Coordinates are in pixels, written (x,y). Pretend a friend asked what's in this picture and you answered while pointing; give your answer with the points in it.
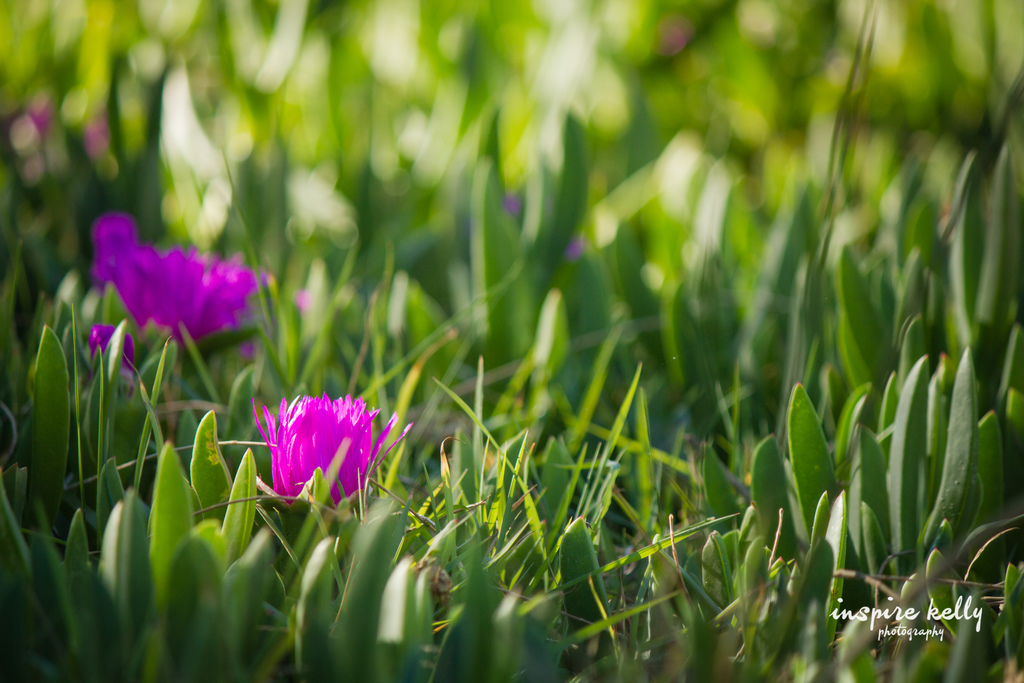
In this image we can see grass (396,507) and there are flowers (315,414).
